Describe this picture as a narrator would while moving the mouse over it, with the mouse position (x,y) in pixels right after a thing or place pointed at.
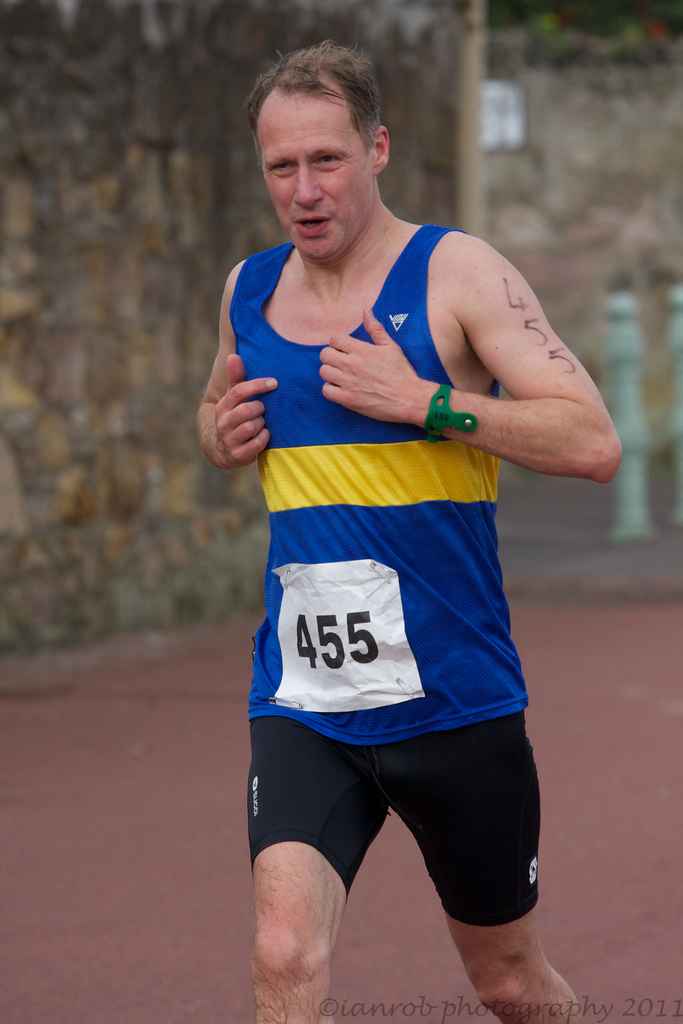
In this image there is a man (351,631) running with a text (329,638) written on his t-shirt (355,510) which is blue in colour. In the background (542,237) there is a wall (513,228).
